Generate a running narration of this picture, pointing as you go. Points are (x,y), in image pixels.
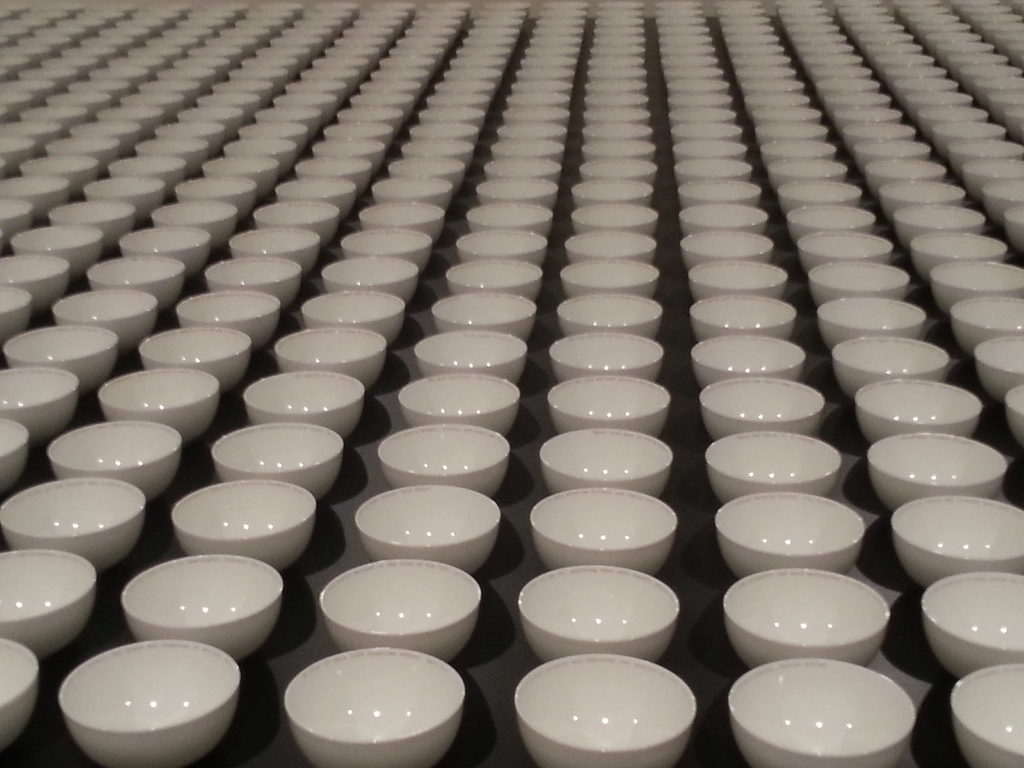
In this image I can see black colored surface (497,650) and on it I can see number of bowls (339,202) which are white in color.
